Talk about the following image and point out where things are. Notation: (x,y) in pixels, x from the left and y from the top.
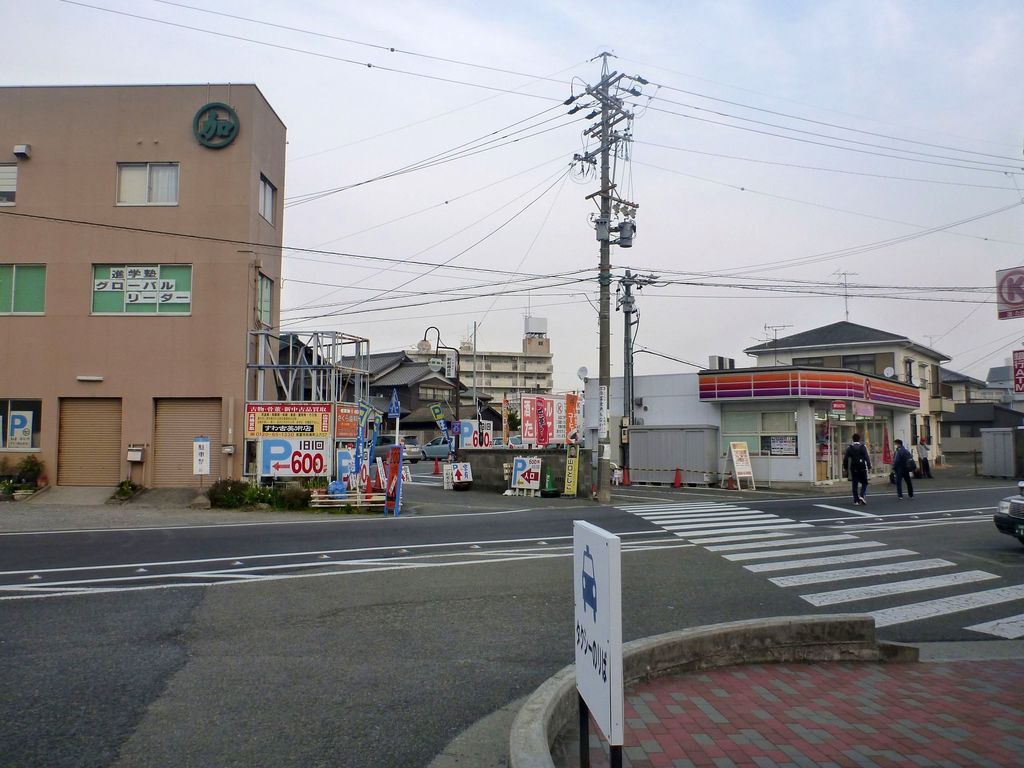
In the foreground of this image (727,561), there is a board (618,633) on the pavement (647,703) and we can also see a road (720,542). In the background (645,415), there are boards (474,435), buildings (76,254), poles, cables (662,281) and sky (833,21). We can also see a bumper (1006,519) of a vehicle (1009,525) on the right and also two people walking on the road (926,514).
